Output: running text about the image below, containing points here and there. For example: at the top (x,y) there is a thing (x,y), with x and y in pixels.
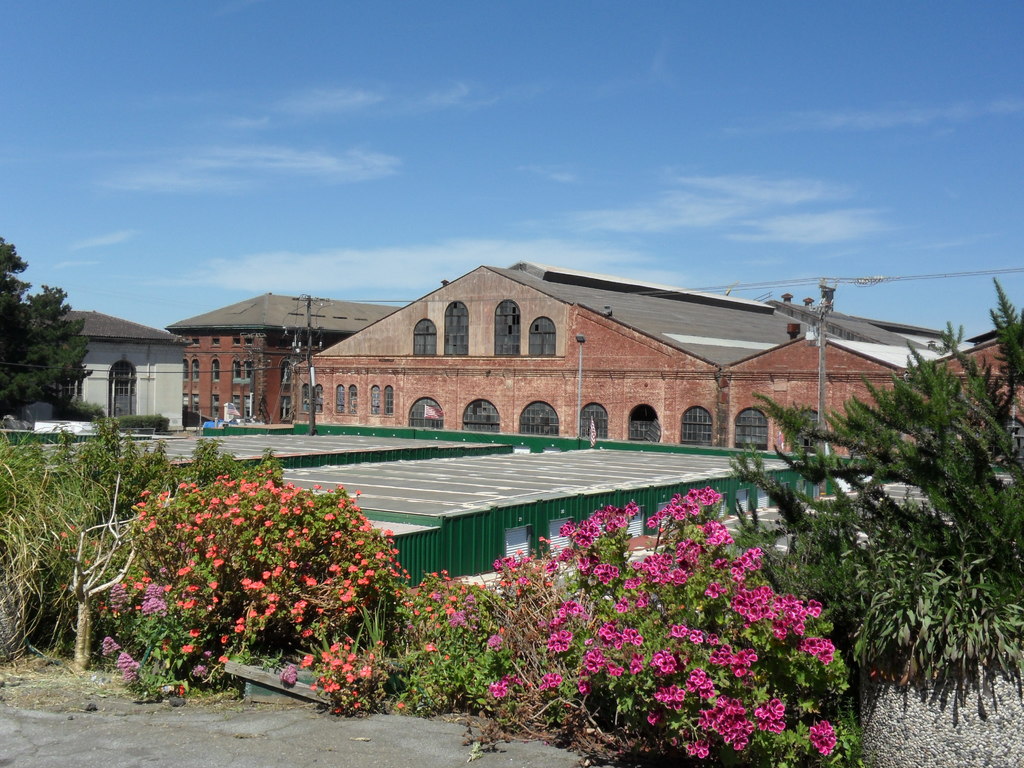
To the bottom of the image (435,583) there are few plants (516,621) with flowers (153,595) in pink, orange and purple colors. Behind the plants (239,593) there is a green room (511,494) with roofs (543,484). And in the background (230,335) there are buildings (561,310) with roofs (750,331), windows (546,336) with glass (551,349) and walls (659,346). To the left corner of the image (17,346) there is a tree (50,334). And to the top of the image (381,138) there is a sky (526,164).
